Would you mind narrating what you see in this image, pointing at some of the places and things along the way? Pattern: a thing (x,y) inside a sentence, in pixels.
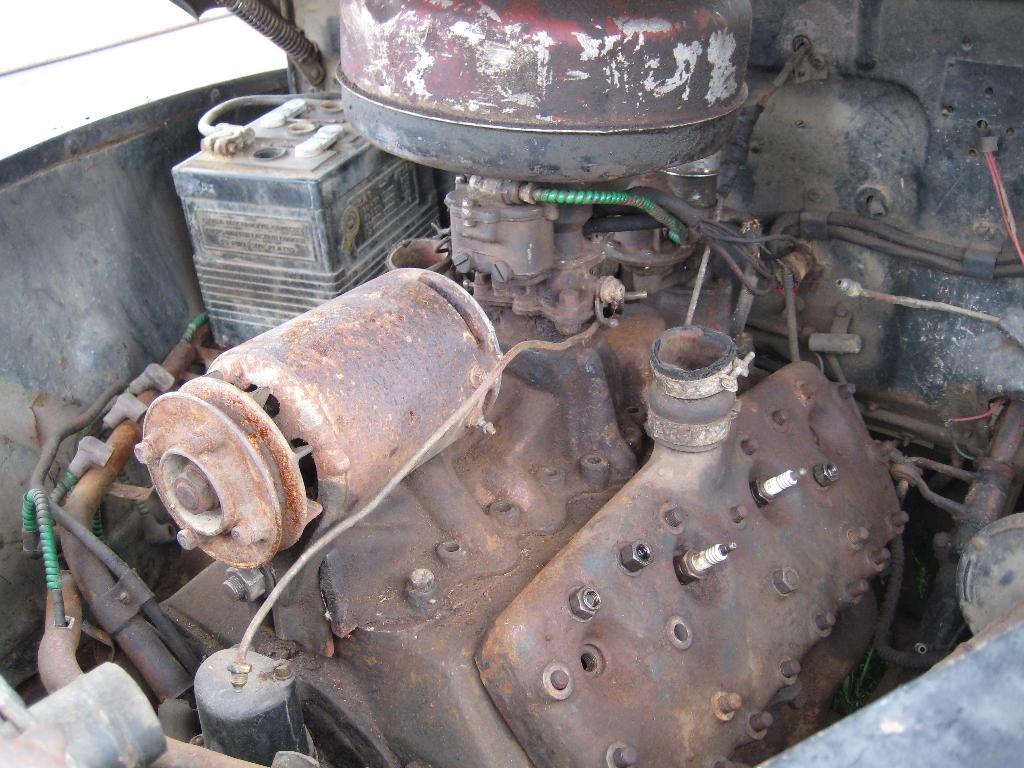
In the picture we can see the vehicle engine (462,504) which is rusted.
